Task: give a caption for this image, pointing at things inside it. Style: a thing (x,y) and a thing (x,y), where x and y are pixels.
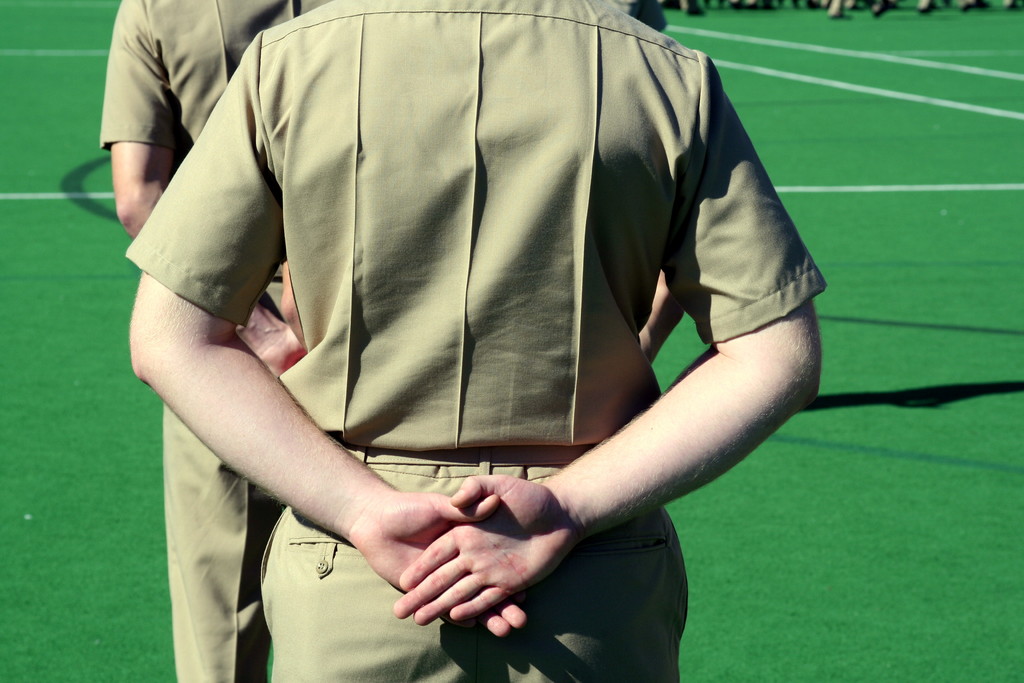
In this image we can see persons (284,172) with uniform (205,227). On the ground (124,232) there is grass (849,431).
